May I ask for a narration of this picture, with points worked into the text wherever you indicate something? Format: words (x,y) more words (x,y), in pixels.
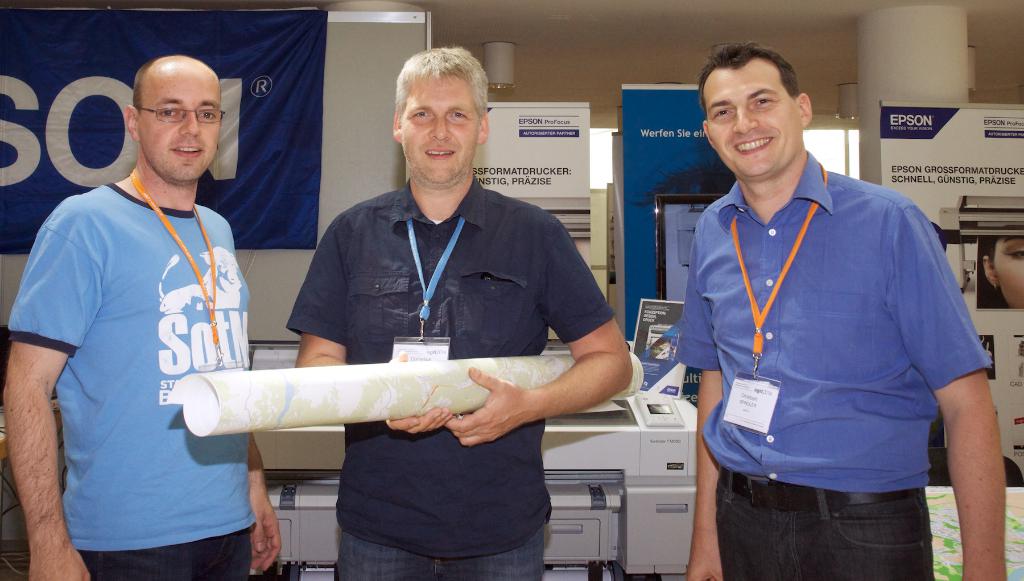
In this picture, we see three men (441,472) are standing. Three of them are smiling. The man (422,253) in the middle of the picture (413,338) is holding a chart (417,404) in his hands (416,423). Behind them, we see a white table (626,495) and boards (948,251) in white and blue color with some text (1003,174) written on each board (956,226). Behind that, we see a pillar (866,63). On the left side (218,63), we see a projector screen (353,134) and a sheet (263,103) or a banner (250,133) in blue color with some text (126,95) written on it.
